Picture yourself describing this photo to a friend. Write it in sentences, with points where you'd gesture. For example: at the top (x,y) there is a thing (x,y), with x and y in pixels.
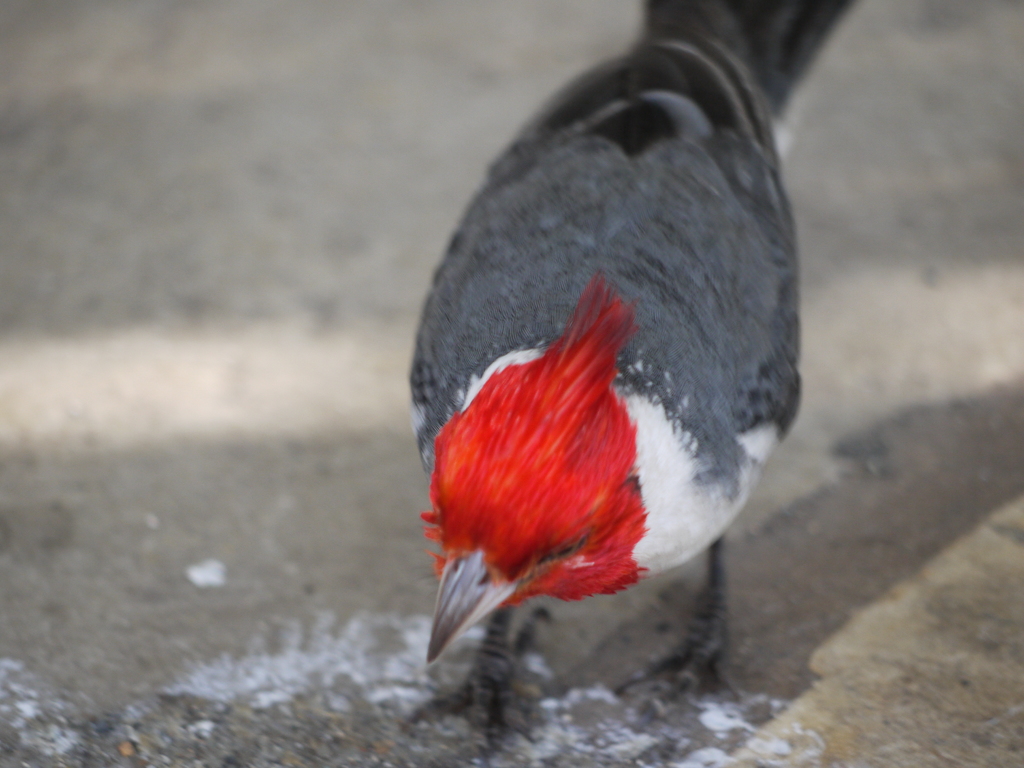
In this image we can see a bird (429,444) on the ground (339,386), and the background (410,150) is blurred.
